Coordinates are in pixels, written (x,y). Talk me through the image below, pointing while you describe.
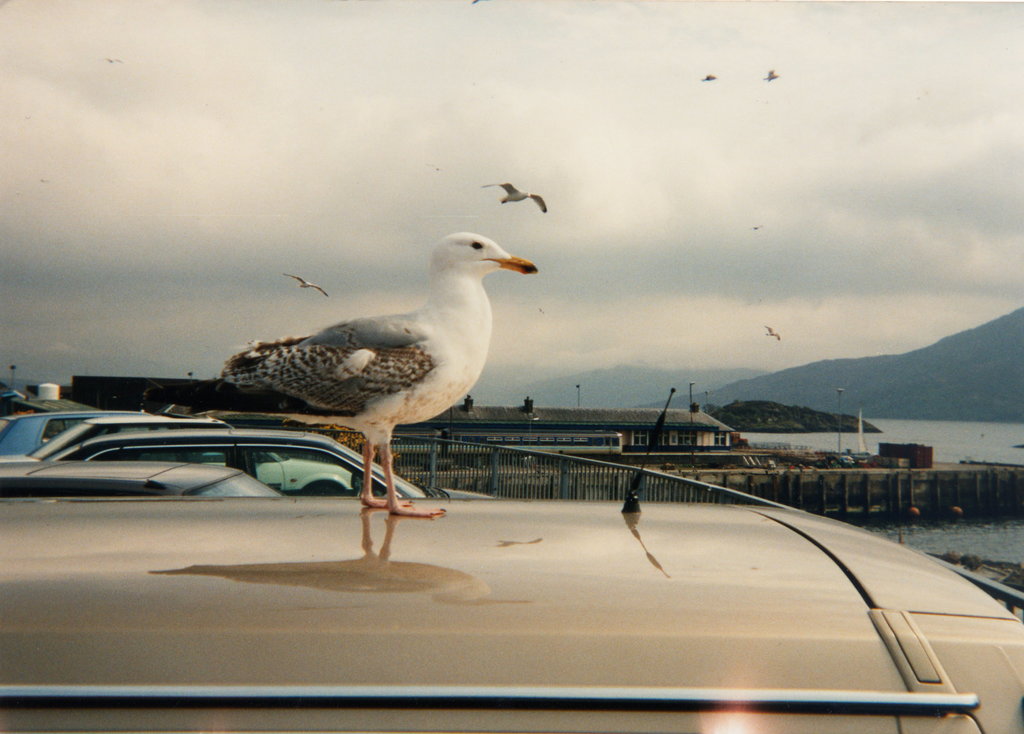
This is an outside view. Here I can see few cars (308,540). In the middle of the image (382,347) there is a bird (424,382) on a vehicle (416,567). In the background (487,422) there are few buildings (627,442). On the right side (937,541), I can see the water (961,453) and a hill (904,360). At the top of the image (479,156) I can see the sky (435,133) and also there are many birds (521,194) flying in the air (661,130).
